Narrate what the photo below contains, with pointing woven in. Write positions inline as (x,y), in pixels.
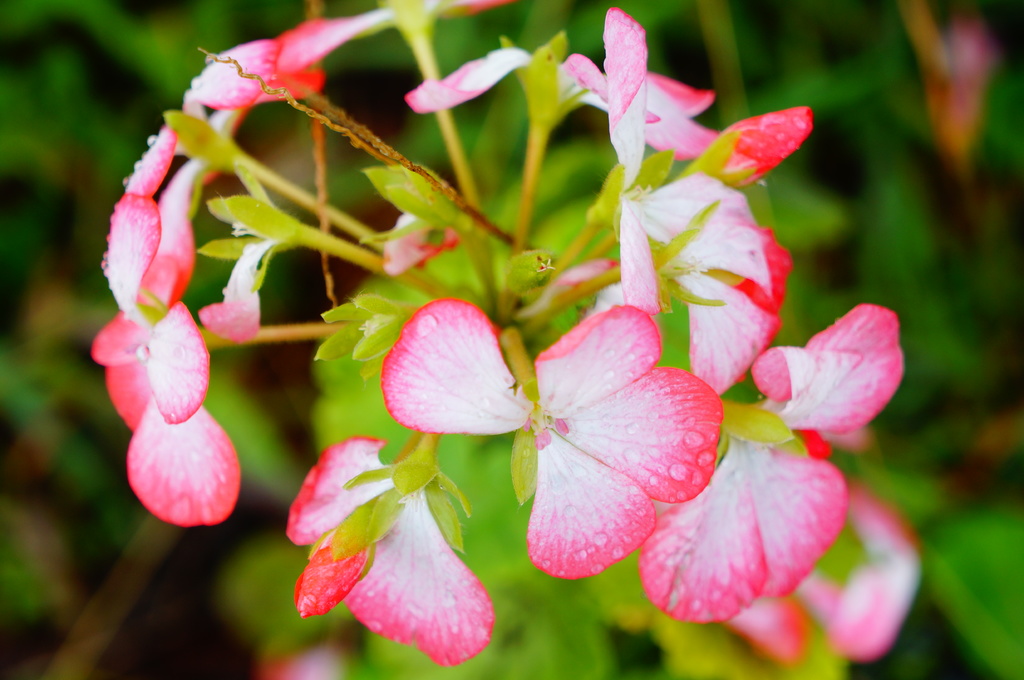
In this image there is a plant (509,304) having flowers (481,392) and buds (402,319). Background (943,627) is blurry.
